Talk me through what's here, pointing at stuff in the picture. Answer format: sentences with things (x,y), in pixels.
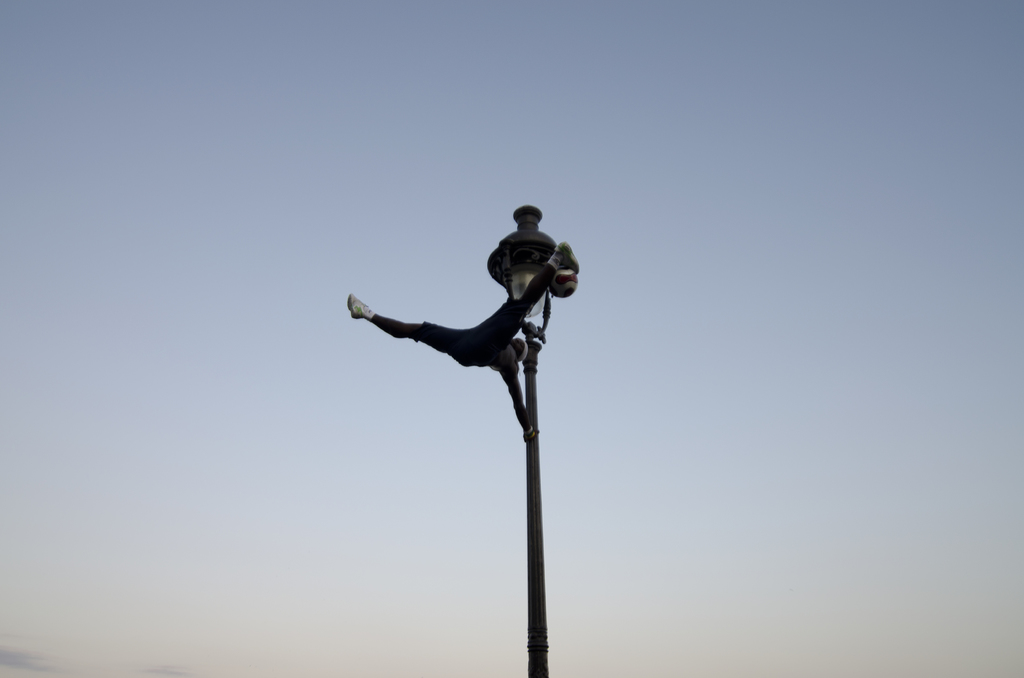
In this image I can see the light pole (535,402). I can see one person (453,350) holding the light pole (529,402) and the person (471,334) is wearing the black color dress (513,310). In the background (369,264) I can see the sky (129,421).
